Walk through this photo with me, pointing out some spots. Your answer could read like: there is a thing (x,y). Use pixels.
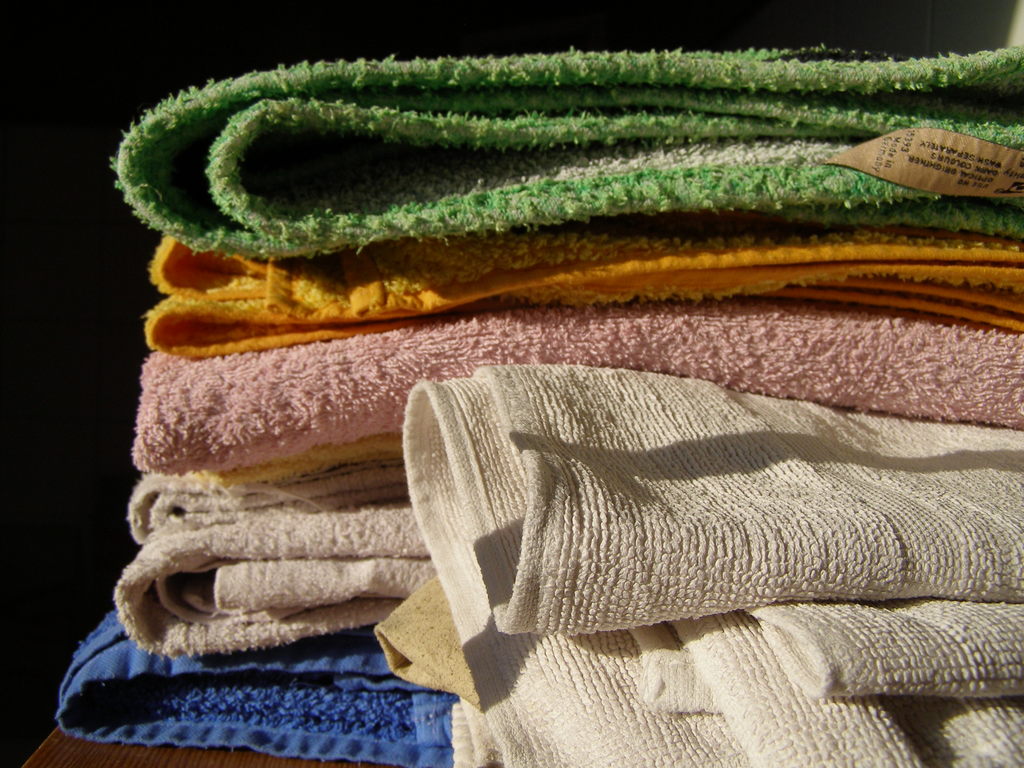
In this image we can see folded clothes (459,513) of different colors and placed on the table (125,764).
